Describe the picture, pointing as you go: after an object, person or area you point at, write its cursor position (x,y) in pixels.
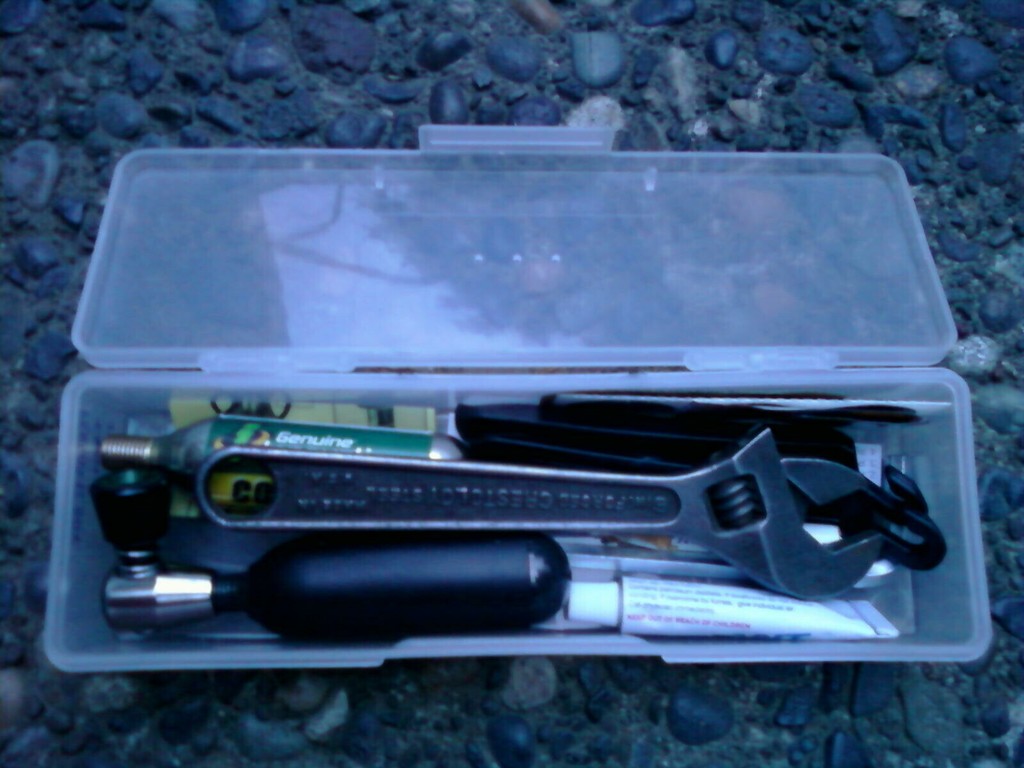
In this image we can see box (182,341) of hand tools (553,406) placed on the floor (15,456).
